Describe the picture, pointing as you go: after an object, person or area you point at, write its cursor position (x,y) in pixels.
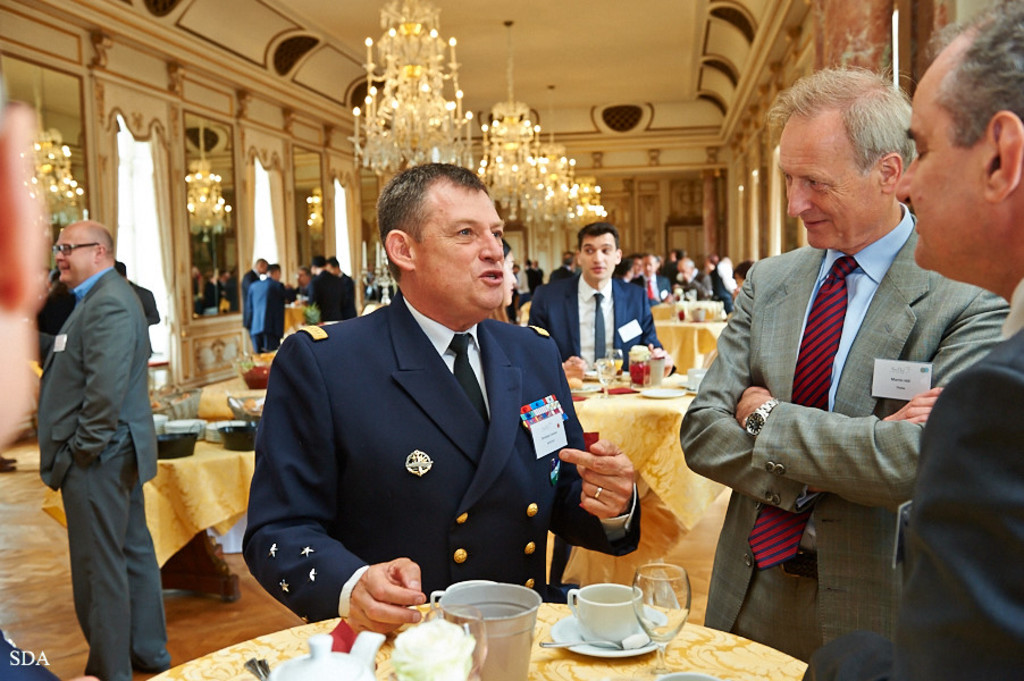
In this image there are people (751,415) standing in front of a dining table (687,650) which is covered with a yellow color cloth (735,653). On the table (710,653) there are cups (622,605) and saucers (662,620), glasses (678,614), spoons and also food items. At the top (548,44) there is ceiling (573,54) with ceiling lights (406,74). Floor (208,636) is visible.
